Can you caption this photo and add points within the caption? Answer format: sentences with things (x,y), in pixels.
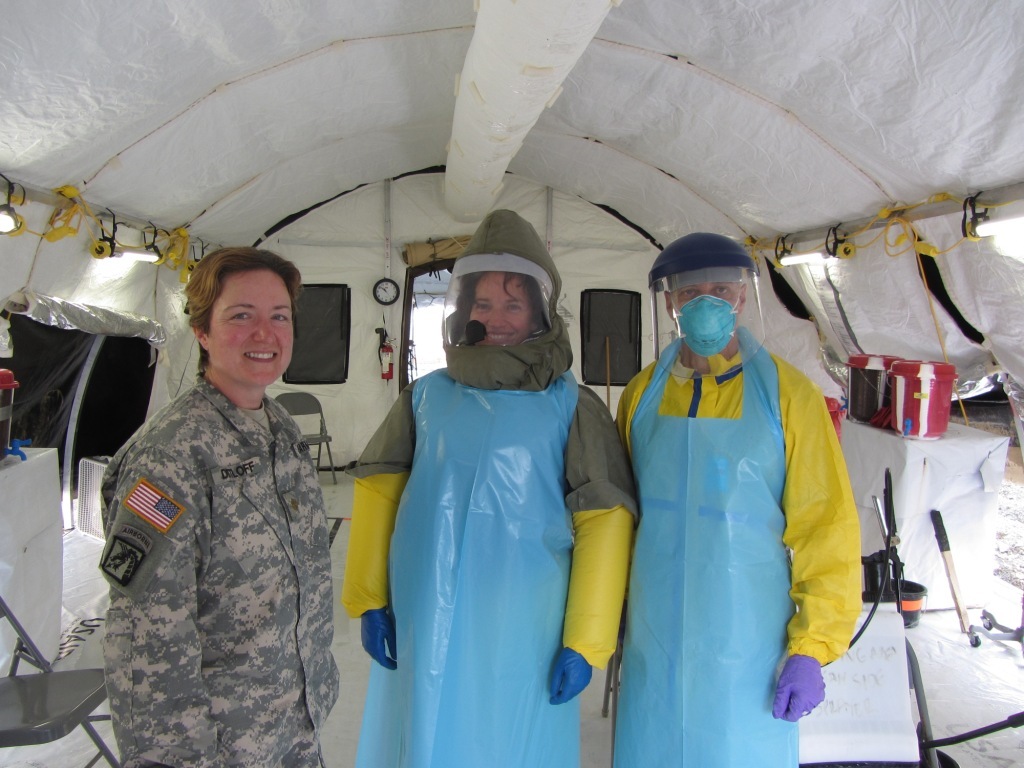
In this image we can see three people (277,331) standing inside a tent (170,376) and one among them is wearing an army uniform (200,766), behind them there are chairs (74,721), a clock (385,299), a table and a few other objects (873,625).
